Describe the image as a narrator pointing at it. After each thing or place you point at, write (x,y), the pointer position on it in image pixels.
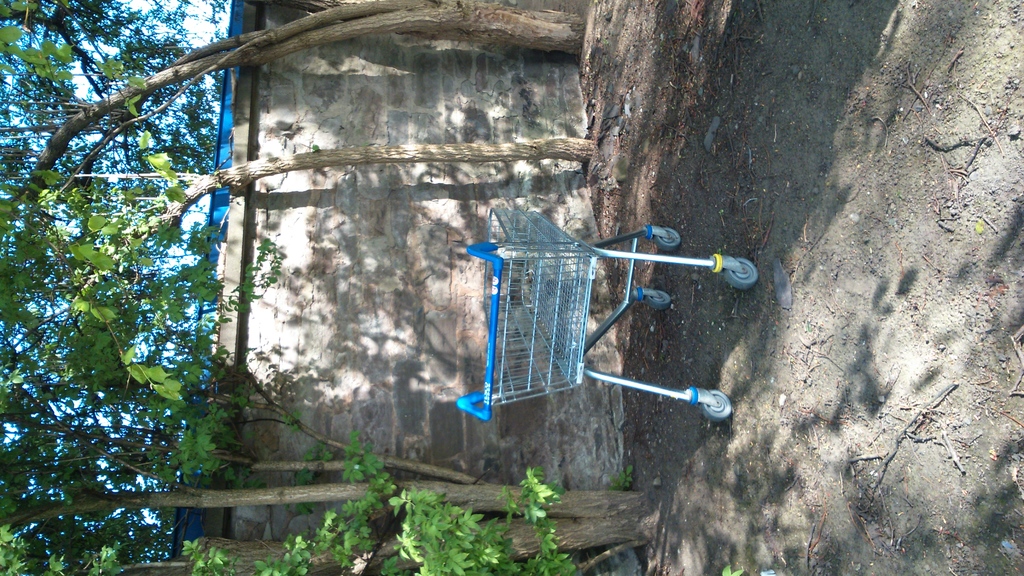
This image is clicked outside. There are trees (102,338) on the left side (129,435). This image is rotated image.
